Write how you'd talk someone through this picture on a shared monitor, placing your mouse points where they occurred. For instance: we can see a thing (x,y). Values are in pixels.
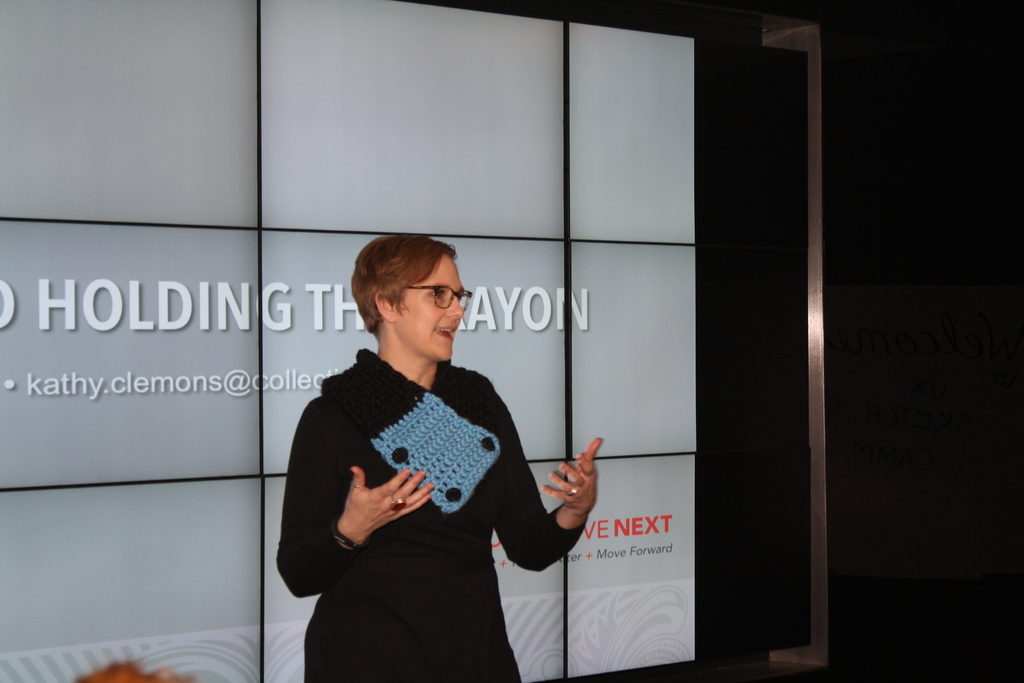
In the picture we can see a woman (331,539) standing and explaining something and she is in a black dress (451,541) and some part of blue in color and she is with short hair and behind her we can see a screen (460,198) with some information (650,527) on it.
